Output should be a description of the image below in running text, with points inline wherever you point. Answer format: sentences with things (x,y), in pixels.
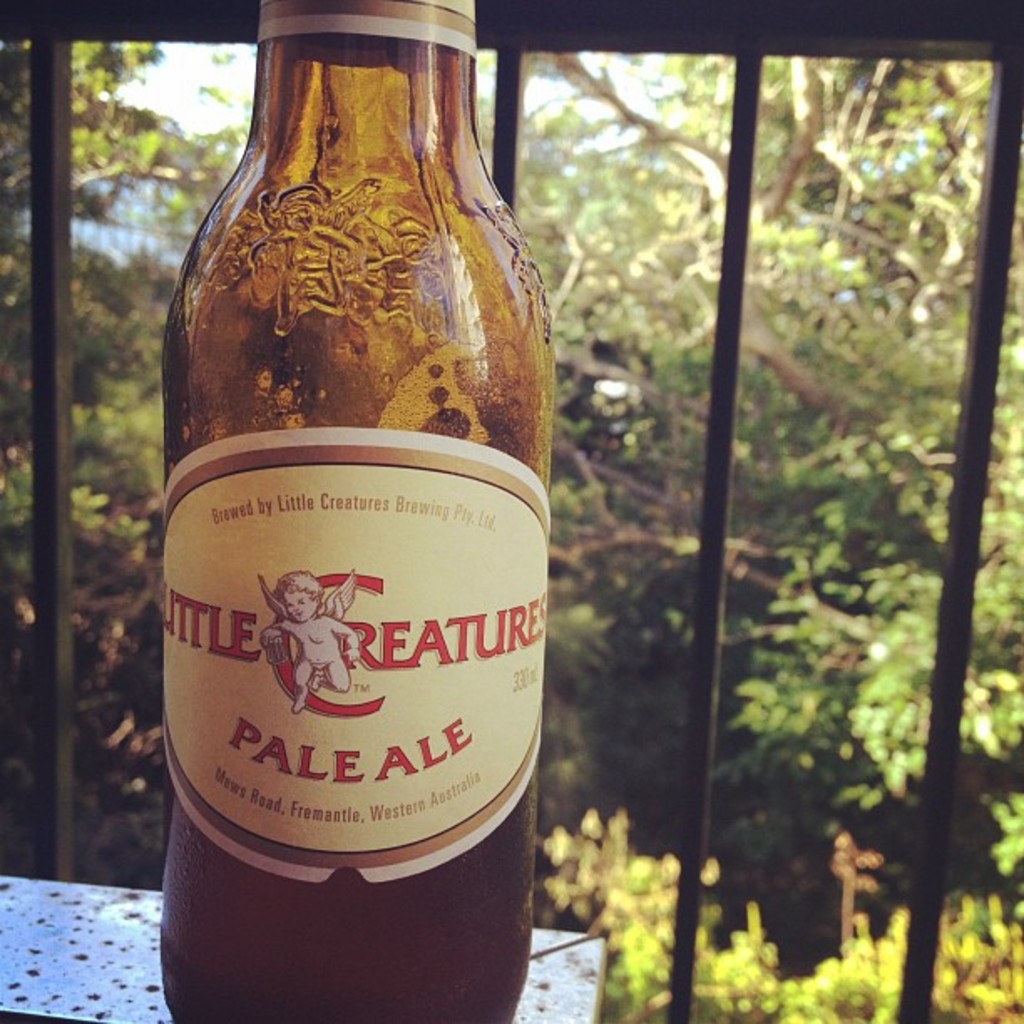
In this image I can see the beer bottle (365,473) on the surface (114,945). In the background (46,322) I can see the railing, trees (596,447) and the sky (213,126).
